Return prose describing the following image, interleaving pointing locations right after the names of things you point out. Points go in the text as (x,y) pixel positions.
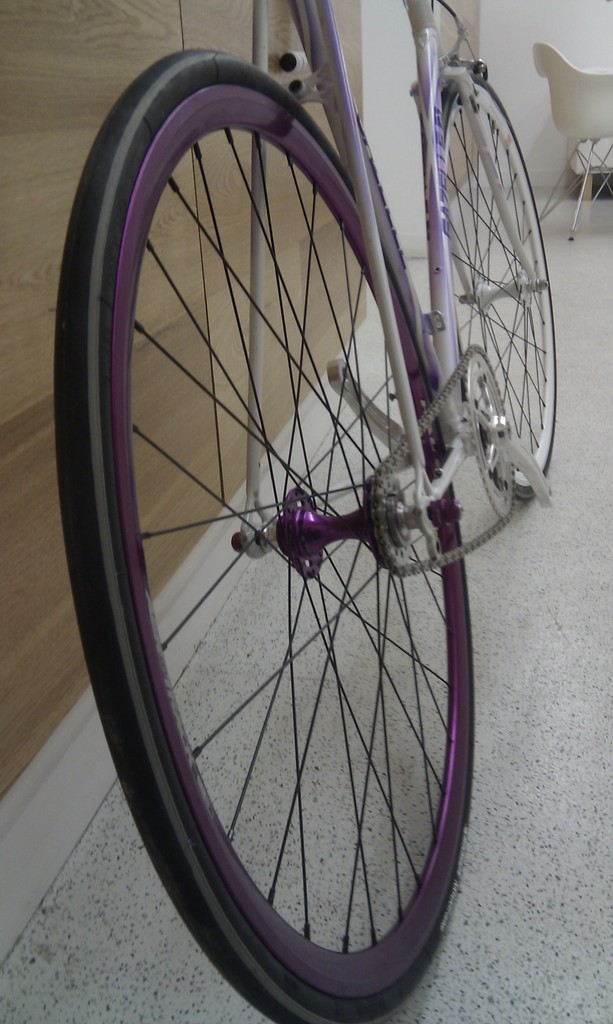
In the image we can see there is a bicycle (371,264) which is kept attached to the wall (108,97) which is made up of wood (43,91) and the bicycle (176,138) is in white and purple colour.
